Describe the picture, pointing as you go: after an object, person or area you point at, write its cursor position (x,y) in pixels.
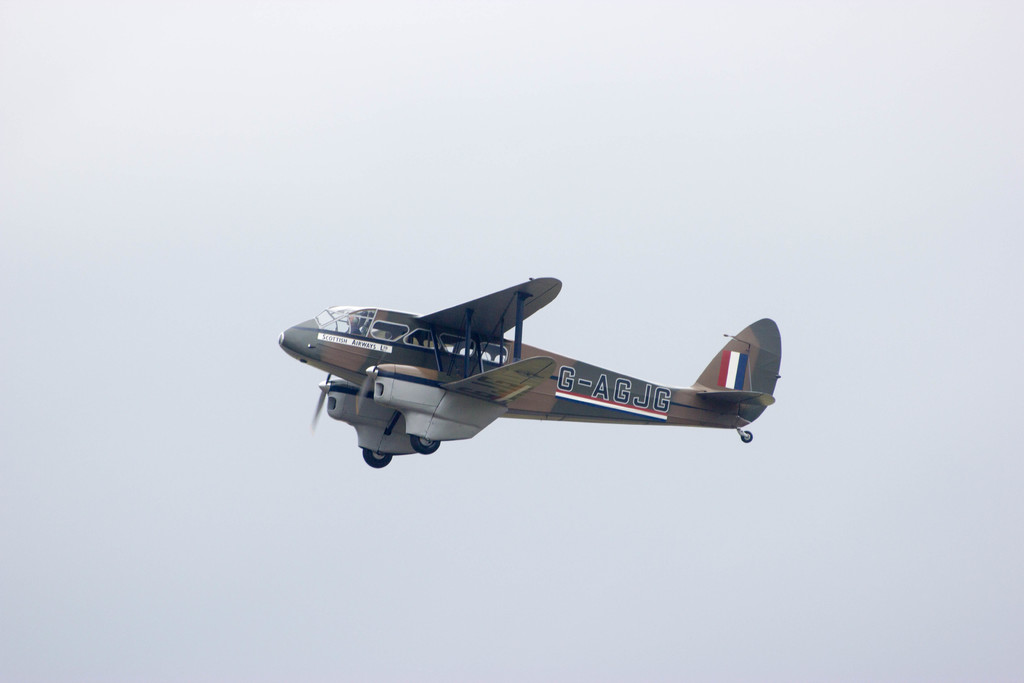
In this image we can see an airplane (497,355) in the sky (169,578). The sky (420,497) looks cloudy.
